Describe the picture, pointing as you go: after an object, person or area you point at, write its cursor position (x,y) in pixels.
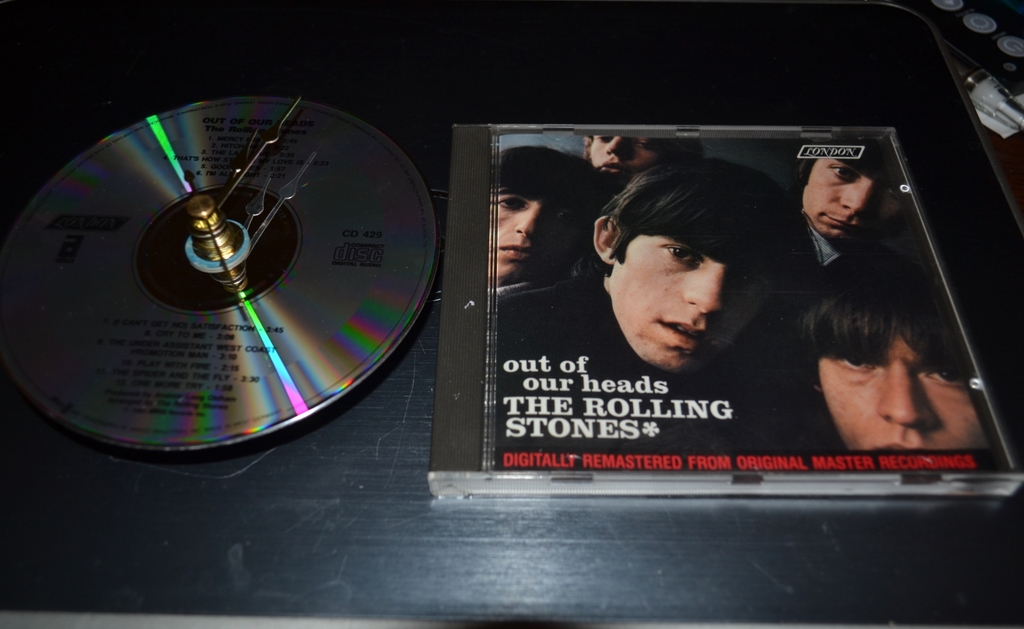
In this picture I can observe a CD (151,180) placed on the black color surface (293,541). On the right side (755,249) I can observe a CD box (605,398).
